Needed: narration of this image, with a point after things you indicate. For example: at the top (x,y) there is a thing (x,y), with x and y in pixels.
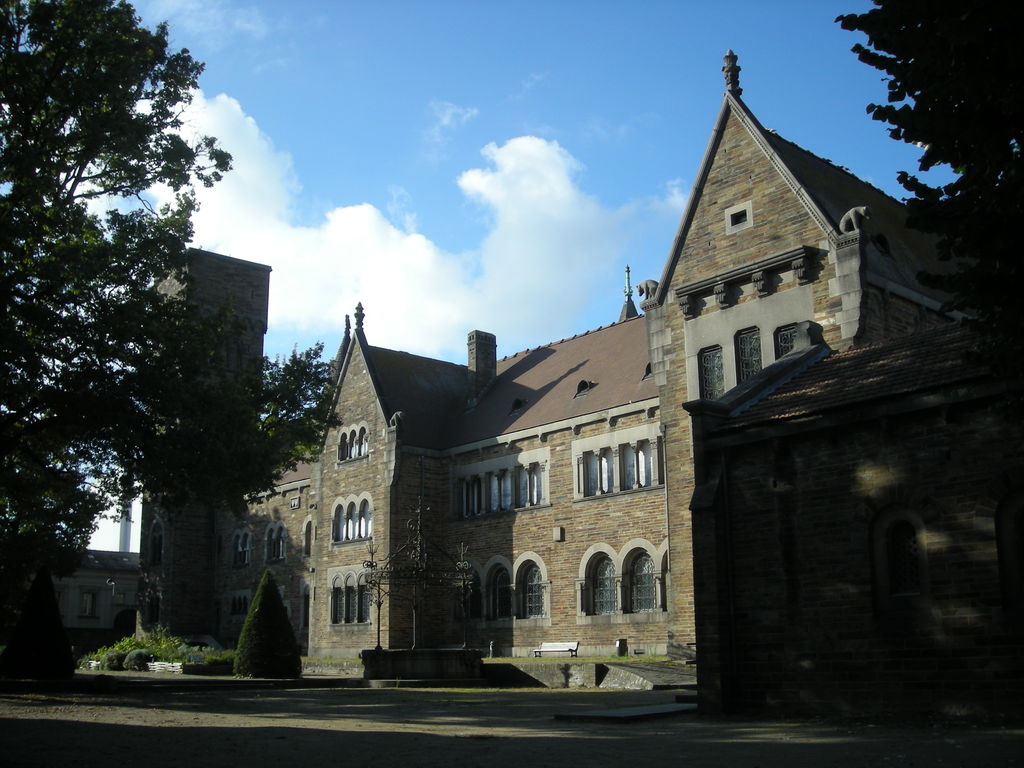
In this image there are leaves (150,354) in the front (12,399). In the background (253,520) there are buildings (264,564), plants (215,656) and the sky (385,189) is cloudy.
